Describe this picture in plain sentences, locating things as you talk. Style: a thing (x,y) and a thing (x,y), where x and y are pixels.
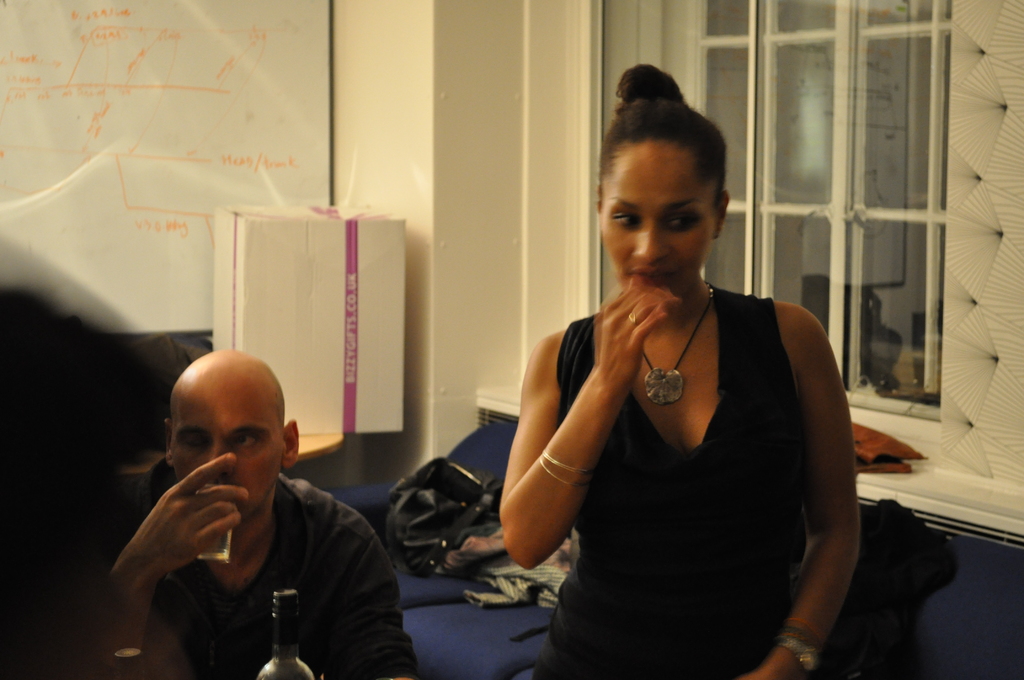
This is an inside view. On the right side (699,476), I can see a woman (660,473) wearing black color dress (624,574) and standing. On the left side (213,585) there is a man (270,585) holding a glass (211,548) in hand (203,531) and drinking something. In the background (493,618) there is a sofa (440,606) on which few clothes (496,553) are placed. On the top of the image (838,150) I can see a wall (443,39), window (841,100) and on the left side (56,146) I can see a sheet (155,173) is attached to the wall (382,152). In front of it I can see a white color box (333,313).
